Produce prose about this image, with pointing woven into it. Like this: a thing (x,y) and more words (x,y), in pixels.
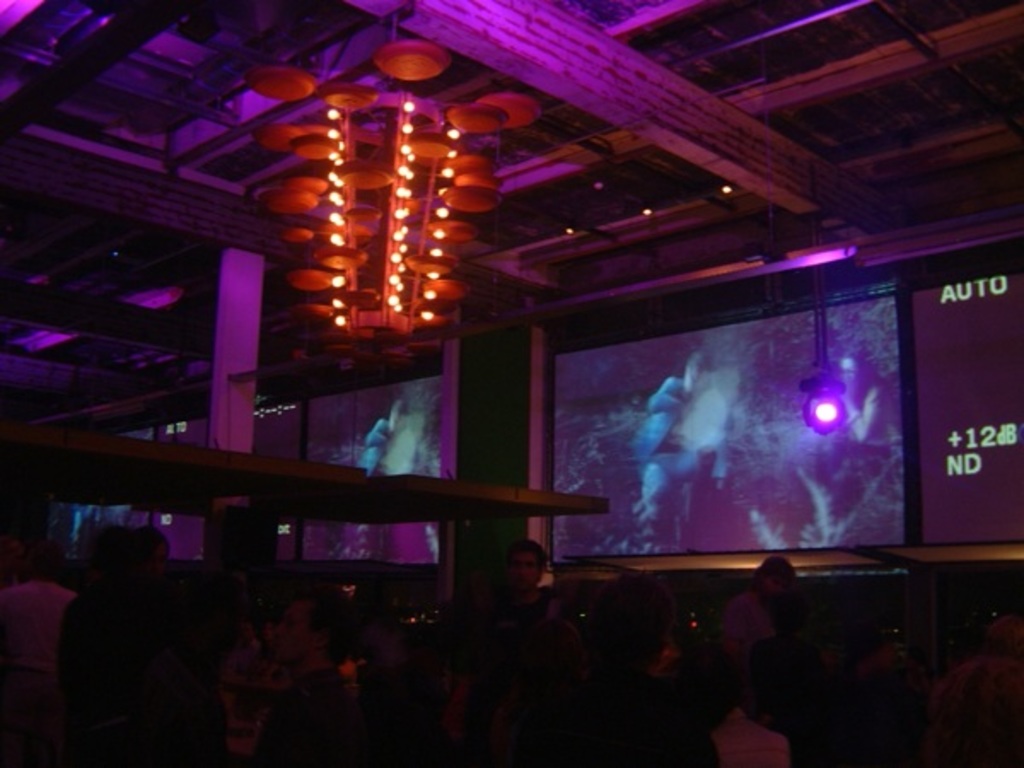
In this image I can see group of people (500,639). Also there are screens (608,429), lights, poles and a chandelier (398,272) hanging from the roof (545,83).
